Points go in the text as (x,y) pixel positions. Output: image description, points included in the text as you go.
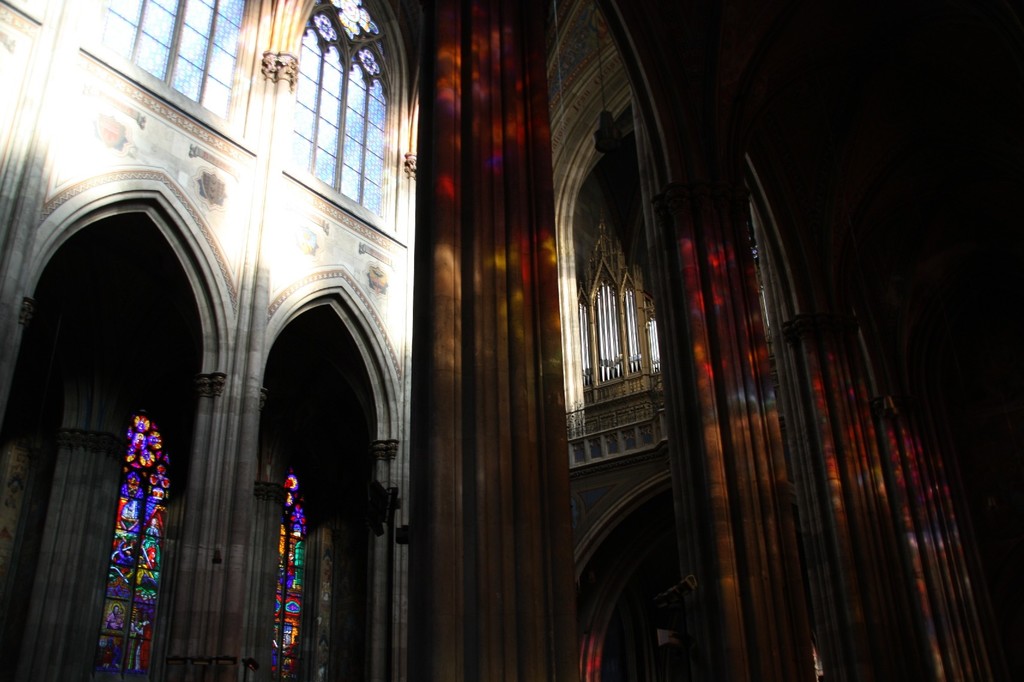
There are buildings (481,325) with windows (156,537). On the windows (147,573) there are painting (125,574).
